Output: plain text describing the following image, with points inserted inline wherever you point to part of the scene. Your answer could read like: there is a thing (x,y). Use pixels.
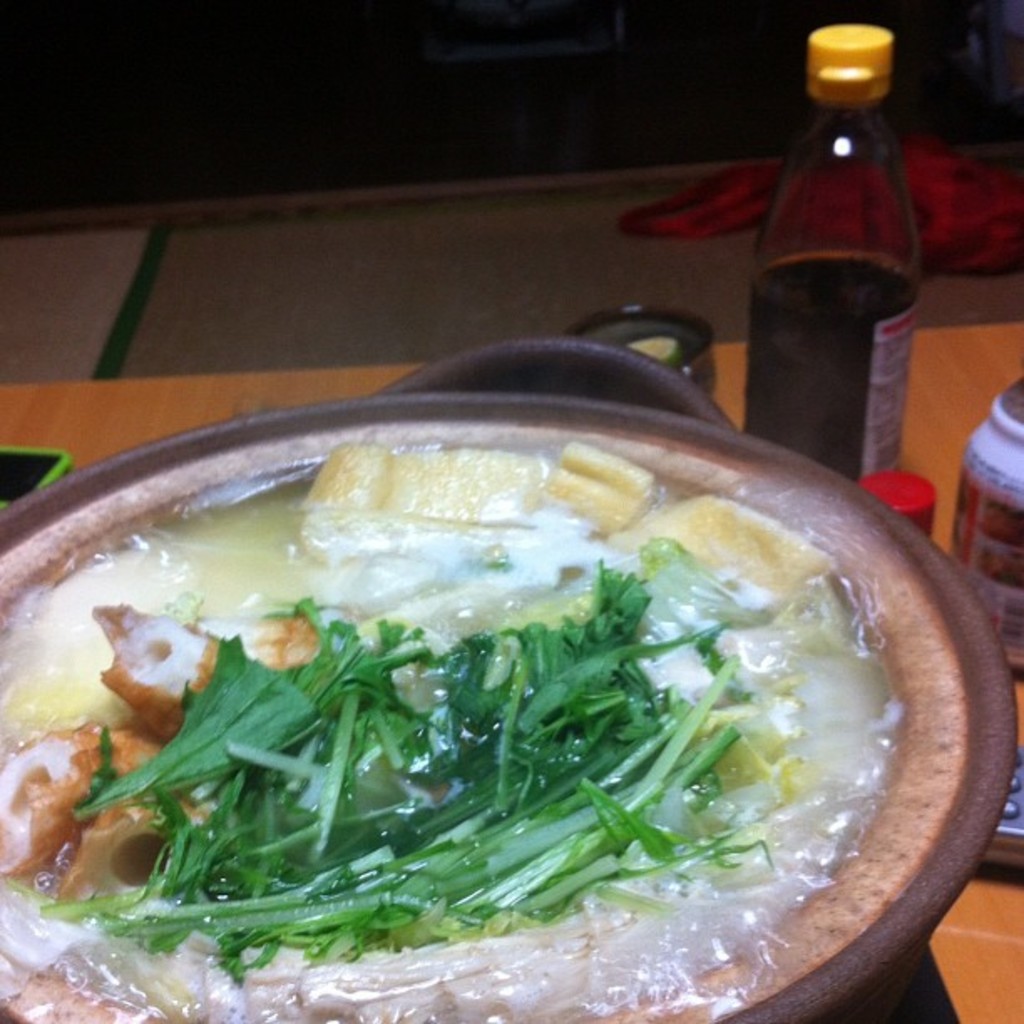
A recipe (165,535) is prepared by using a vessel (430,442). The items (414,480) are boiled in the water (317,597). There are some sauce bottle (748,386) and other ingredients (985,517) beside the vessel (633,376).
